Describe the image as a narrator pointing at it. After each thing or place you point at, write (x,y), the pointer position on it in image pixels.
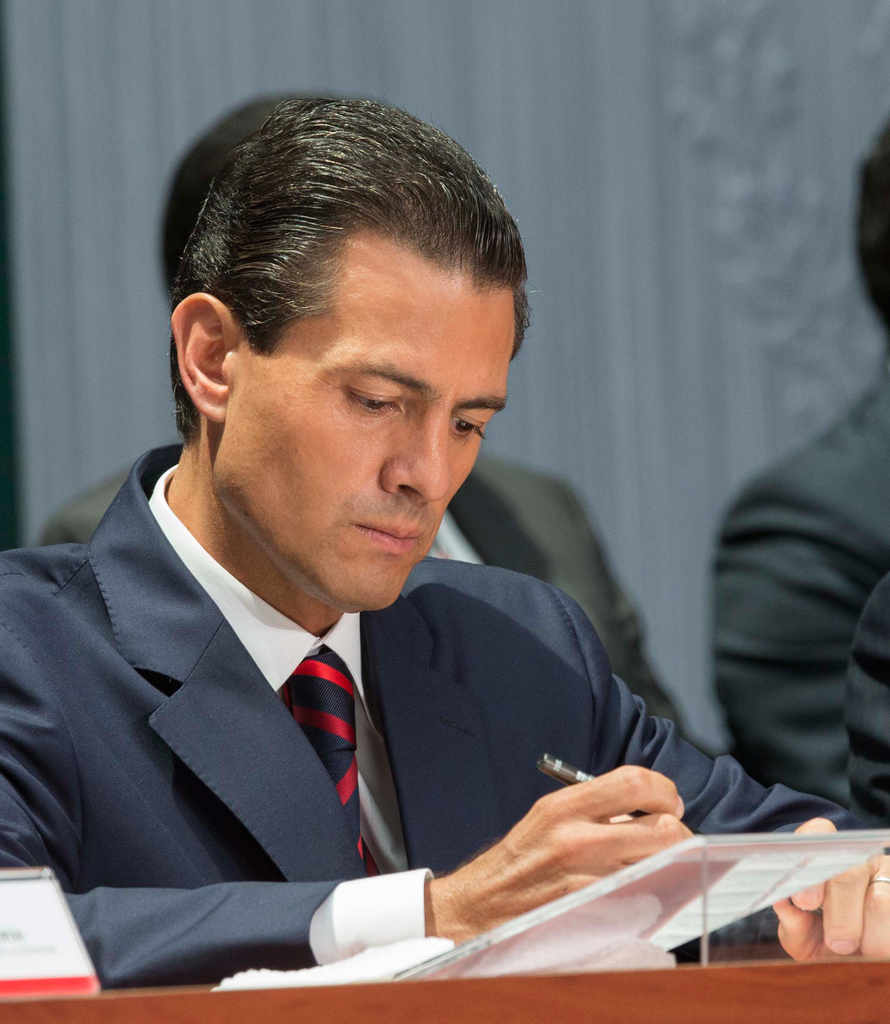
In the picture I can see people (401,663) among the man (304,684) in the front (304,684) is holding an object (553,772) in the hand (598,799). The man (202,792) is wearing a tie (320,709), a shirt (259,611) and a coat (129,830). The background of the image (751,529) is blurred.
